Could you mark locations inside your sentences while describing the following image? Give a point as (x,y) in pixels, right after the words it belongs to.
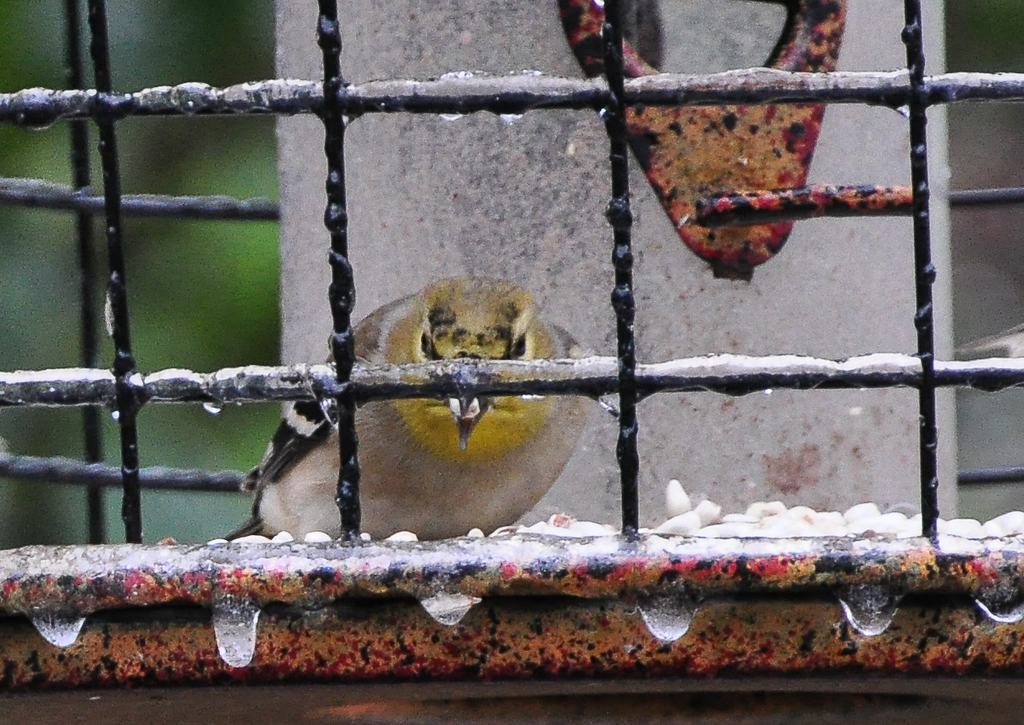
In this image there is a bird (374,483) sitting inside the cage (40,95) also there are some dew drops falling from the base (580,632) of cage (327,632).
